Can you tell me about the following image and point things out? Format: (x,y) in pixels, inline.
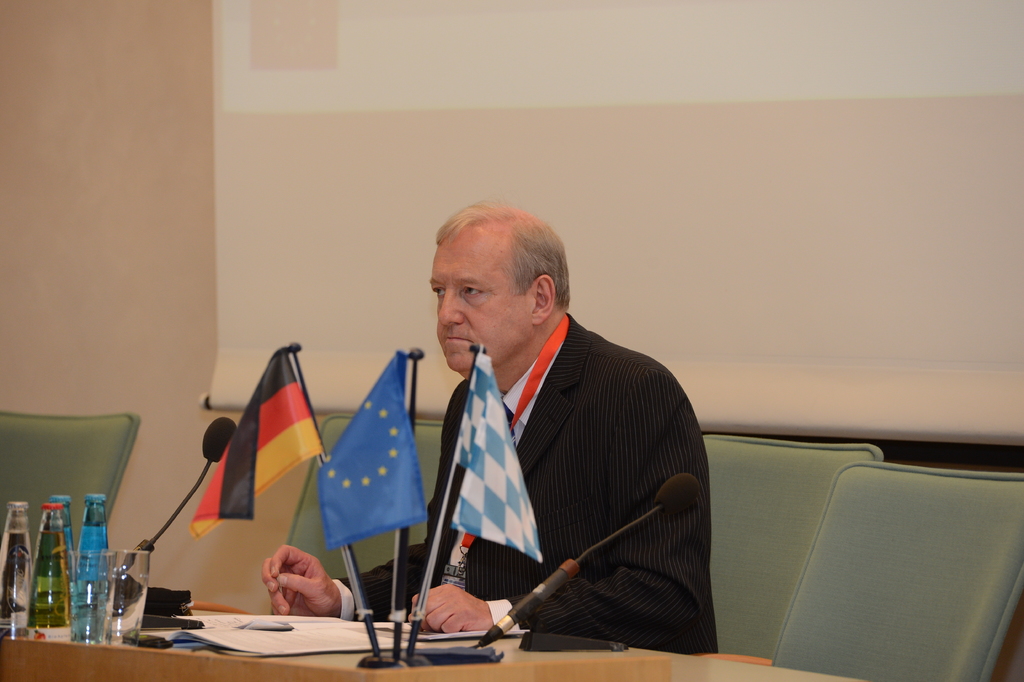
In this picture we can see a old man (445,440) sitting on a chair (737,600), here we can see a microphone (693,479) and there are couple of flags (387,463) present on the table (350,658), there are some bottles (65,516) and glasses (98,578) placed on the table (275,666) and behind him we can see projector screen (398,123).
